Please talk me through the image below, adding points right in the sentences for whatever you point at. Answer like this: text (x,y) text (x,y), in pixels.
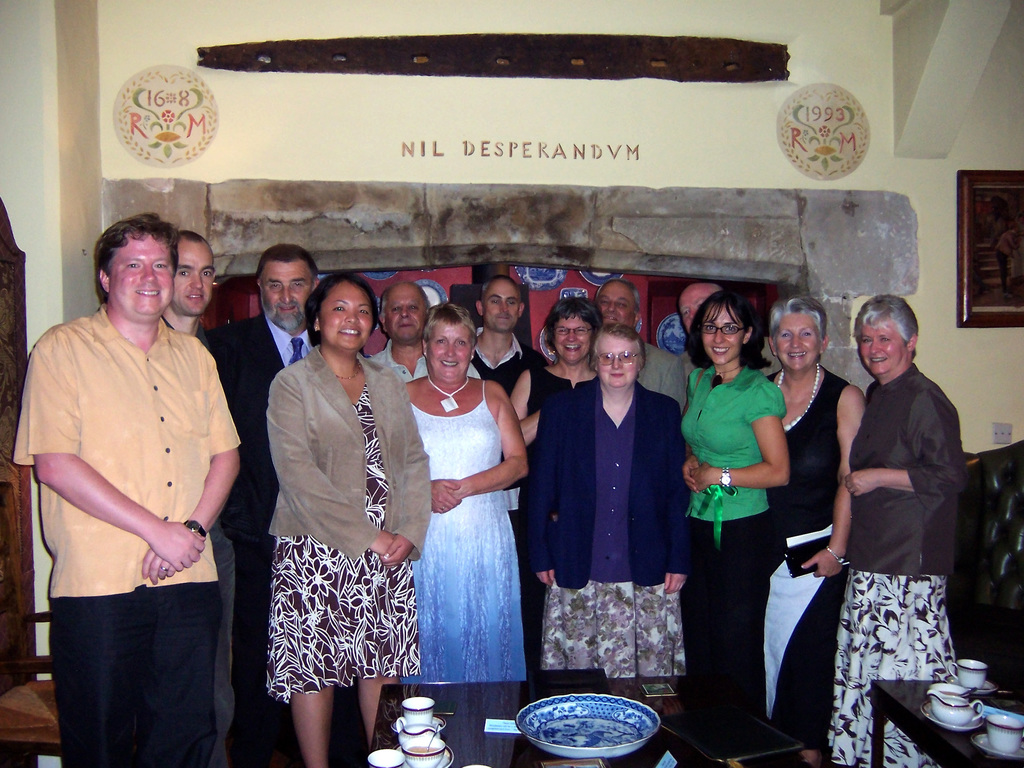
In this picture there are group of people (542,531) standing. There is a plate (638,730) and there are cups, saucers (435,725) and objects (760,738) on the tables (478,750). At the back (564,276) there might be plates (442,300) on the wall (709,164) and there is text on the wall (510,189). On the right side of the image (984,497) there is a frame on the wall (744,164) and there is a chair (983,616). On the left side of the image (7,499) there is a chair (54,703).
